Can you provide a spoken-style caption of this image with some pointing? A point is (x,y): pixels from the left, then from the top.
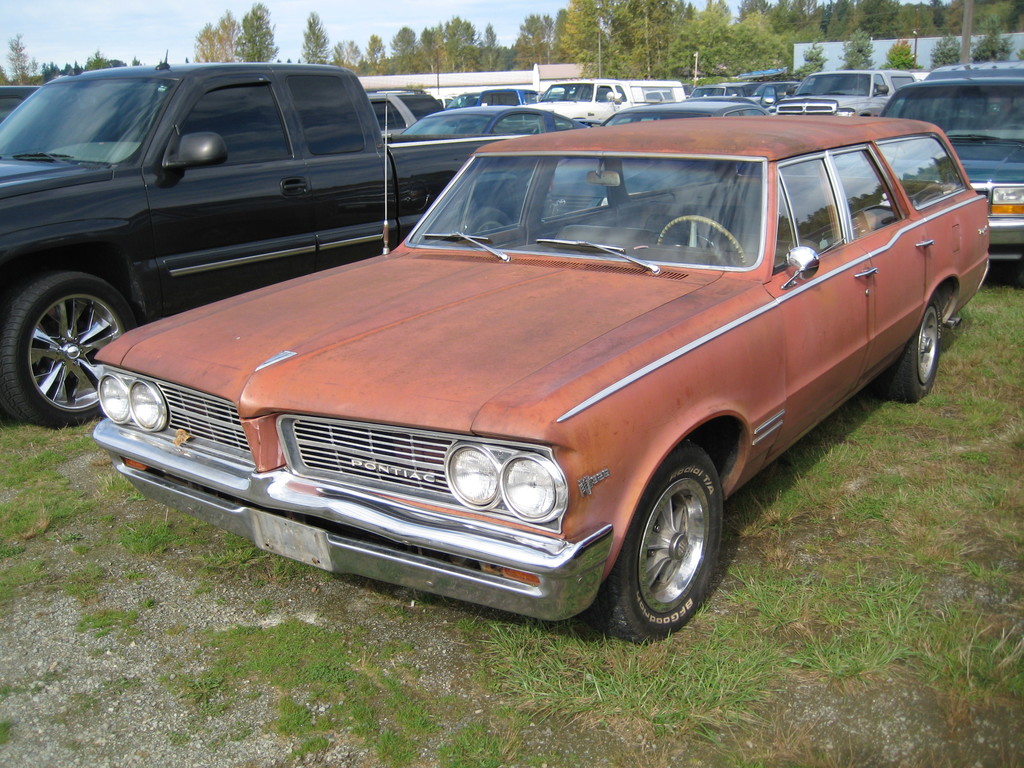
This image consists of fleets of cars (462,255) on grass (862,525), trees (789,25), fence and the sky (423,14). This image is taken may be in a park (900,567).
